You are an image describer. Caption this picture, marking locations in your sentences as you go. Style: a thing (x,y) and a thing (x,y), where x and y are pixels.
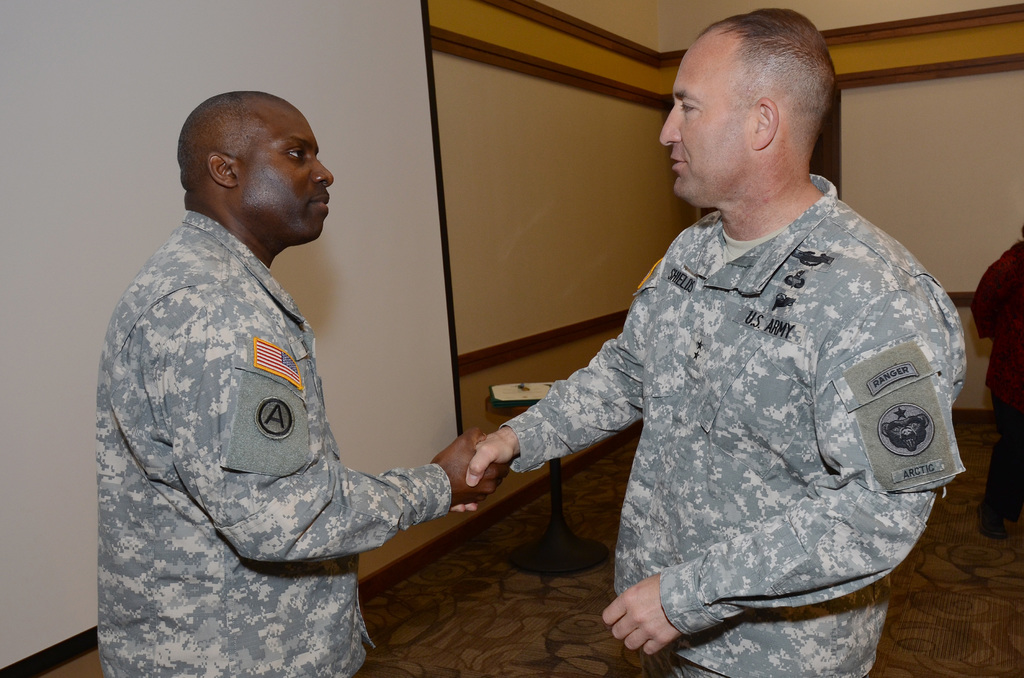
There are two men (729,514) standing and handshaking with each other. These are the badges (279,414), which are attached to the shirts (880,341). This looks like a screen (373,296). I think this is a wall (625,120). On the right side of the image (1003,305), I can see another person (1003,360) standing. This looks like a table (515,411).
